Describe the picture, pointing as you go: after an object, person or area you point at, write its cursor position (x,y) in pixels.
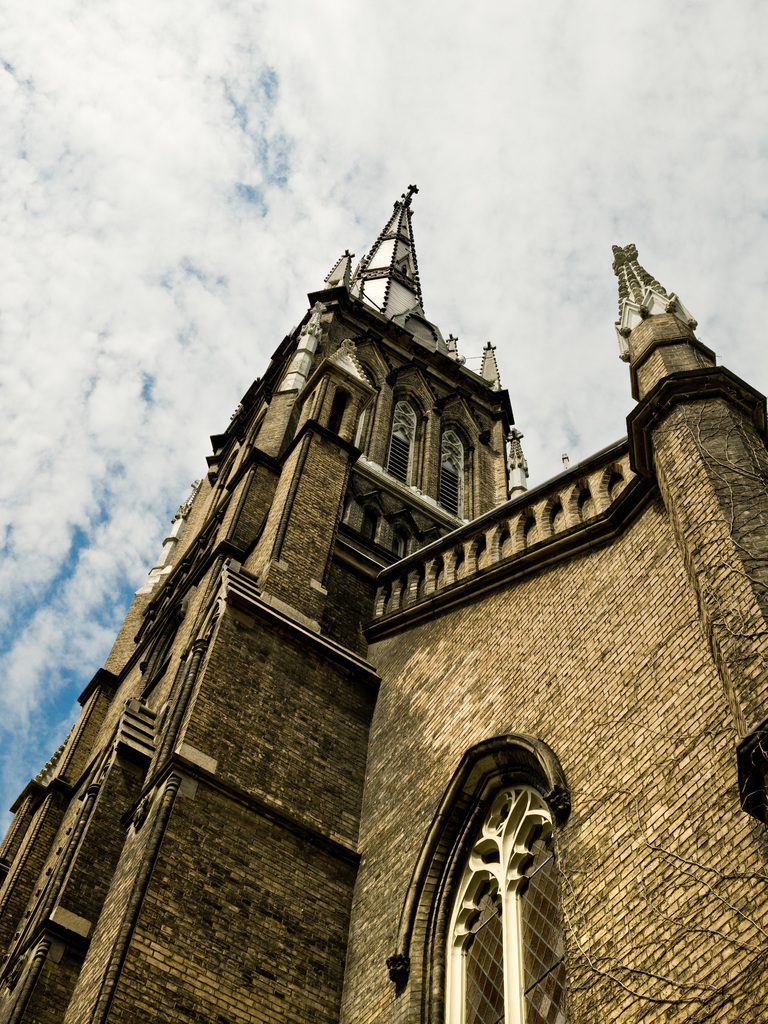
In the image we can see there is a building (391,586) and the building (399,821) is made up of stone bricks (397,760). There is a cloudy sky (352,173).
